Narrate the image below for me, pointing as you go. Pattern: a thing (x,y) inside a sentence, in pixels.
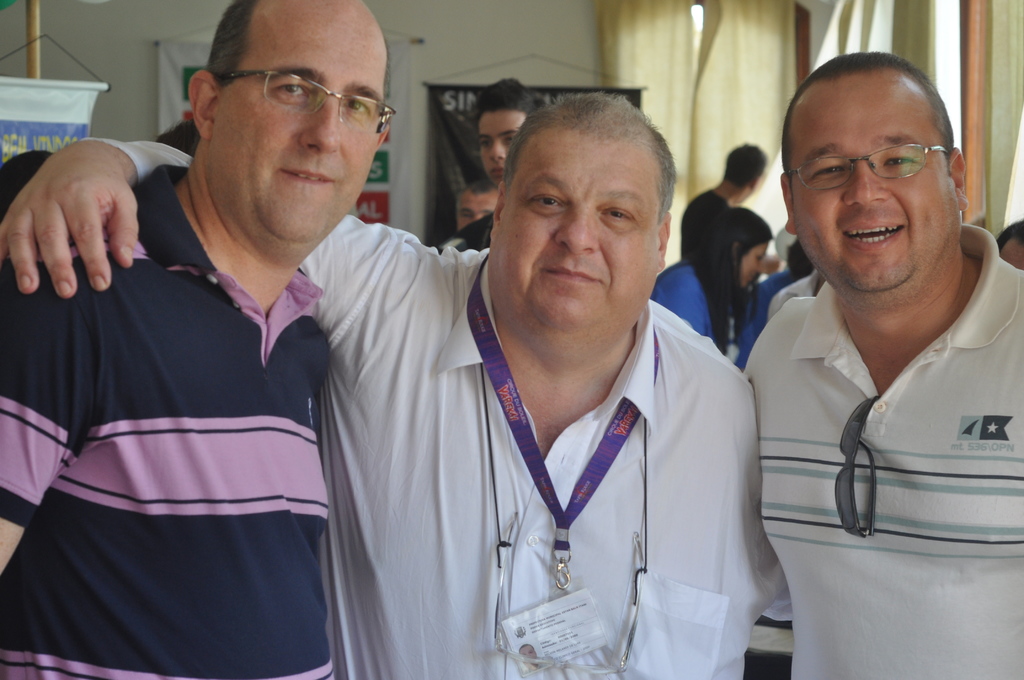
In this image I can see there are three persons (960,277) visible in the foreground (344,115), in the background (454,68) I can see the wall (510,63) and persons (732,166) and window (958,16) and I can see a curtain (698,68) hanging on the window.
